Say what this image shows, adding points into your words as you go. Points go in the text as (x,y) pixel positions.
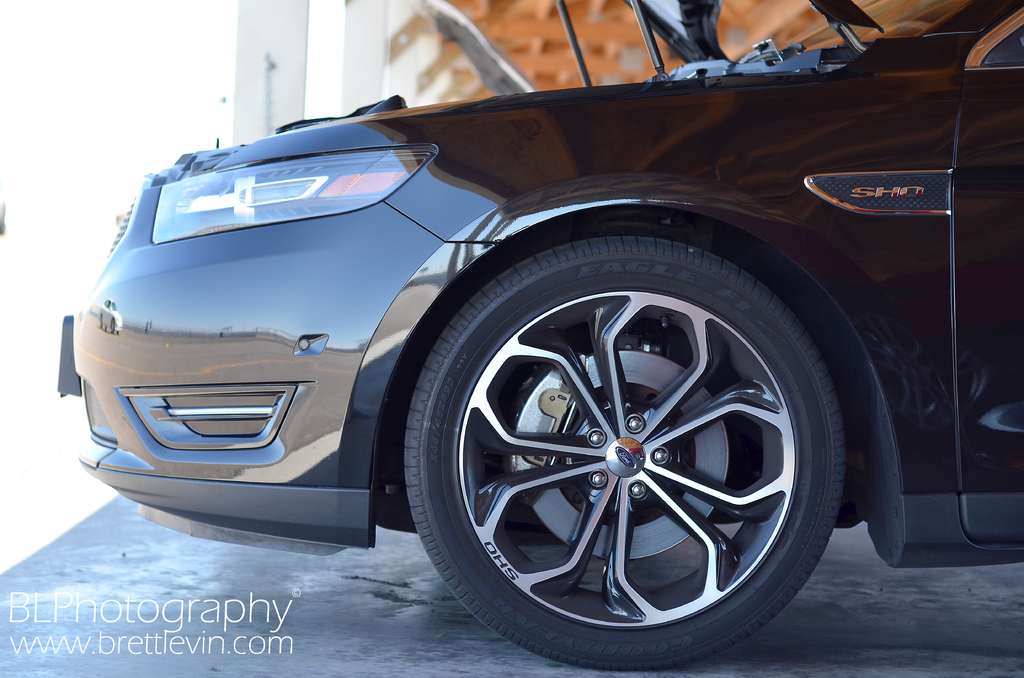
In this picture there is a car (619,346) and there is something written in the left bottom corner (89,622).
